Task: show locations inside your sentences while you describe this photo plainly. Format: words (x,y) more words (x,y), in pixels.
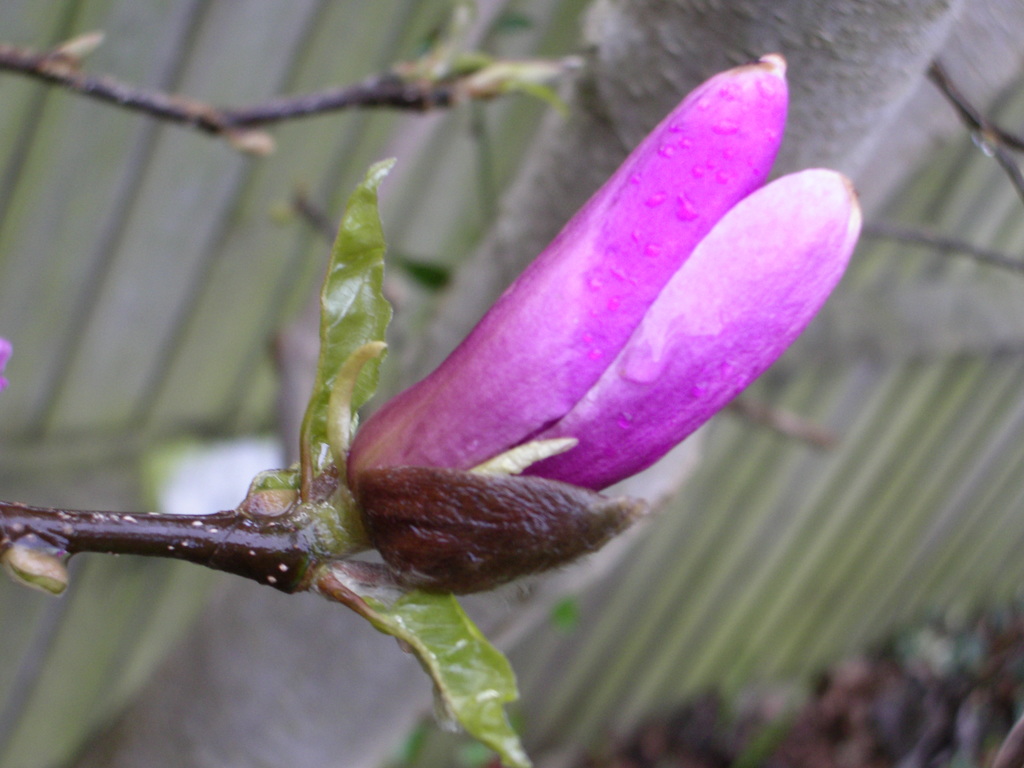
In the image we can see a bud flower (541,450), purple and white in color. Here we can see a stem (156,541) of the flower (650,309) and the background (174,510) is blurred.
